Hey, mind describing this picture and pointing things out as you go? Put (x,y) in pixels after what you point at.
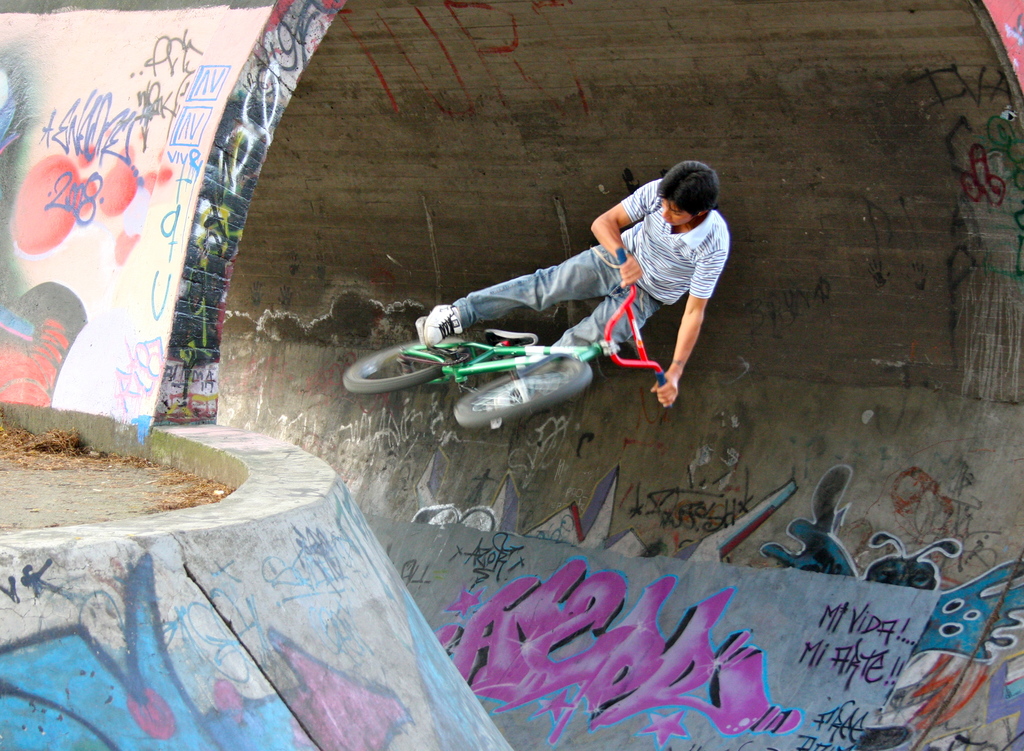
In this image I can see a person (490,305) is riding a bicycle (548,356). Bicycle (490,356) is in green and red color. At the back side (734,549) there is a graffiti art (700,632) on the wall (786,505). It is in pink color.
